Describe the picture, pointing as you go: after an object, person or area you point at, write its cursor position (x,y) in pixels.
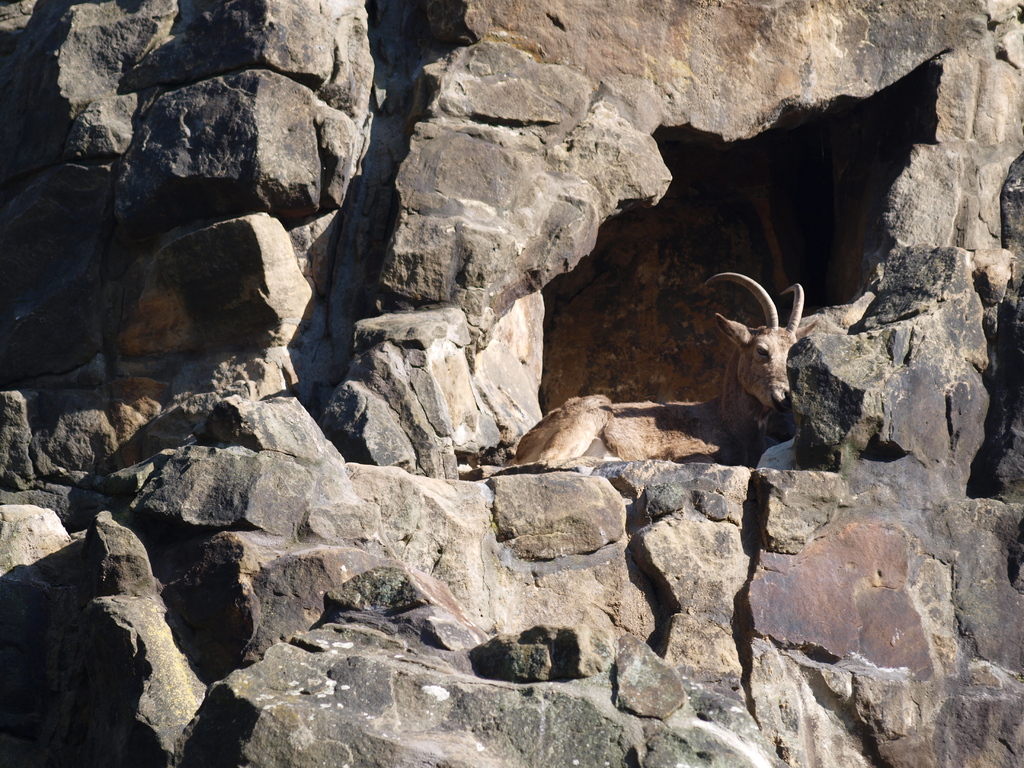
Here in this picture we can see rocks (278,95) present over a place (627,520) and in the middle (588,429) we can see a goat (757,332) sitting near the rock cave (693,367).
